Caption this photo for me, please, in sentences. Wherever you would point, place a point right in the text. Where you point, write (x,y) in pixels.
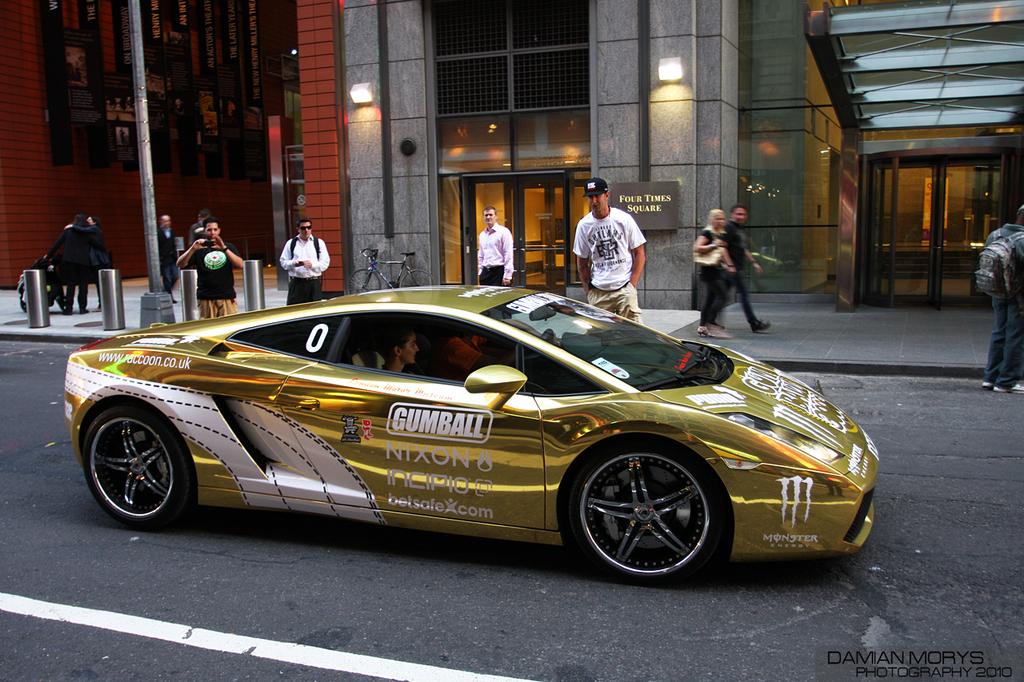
In this image we can see two persons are sitting in a car (408,448) on the road (325,545). In the background (318,249) there are few persons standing and walking on the footpath (844,344) and a man (225,281) is holding camera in his hand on the left side (216,296) and we can see buildings (457,96), lights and boards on the wall (688,291), glass doors (465,214), pole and on the left side (90,65) there are hoardings (90,65) on the wall (24,74).
